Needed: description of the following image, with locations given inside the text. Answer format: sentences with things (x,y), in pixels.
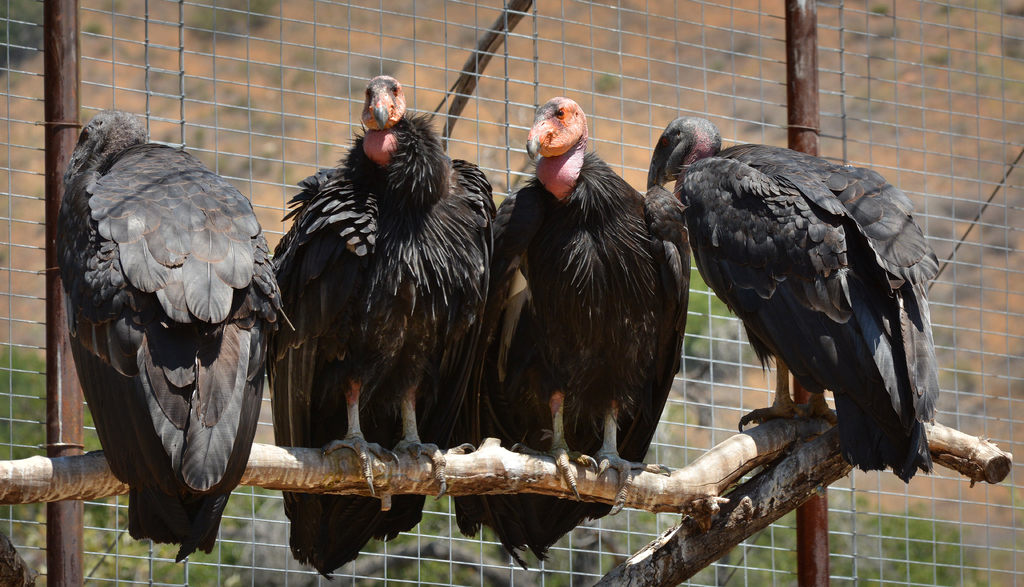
In the center of the picture (547,353) we can see condors (124,326), on the wooden log (781,439). In the middle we can see fencing (63,39). In the background (239,139) there are trees (85,406) and soil (670,97).
